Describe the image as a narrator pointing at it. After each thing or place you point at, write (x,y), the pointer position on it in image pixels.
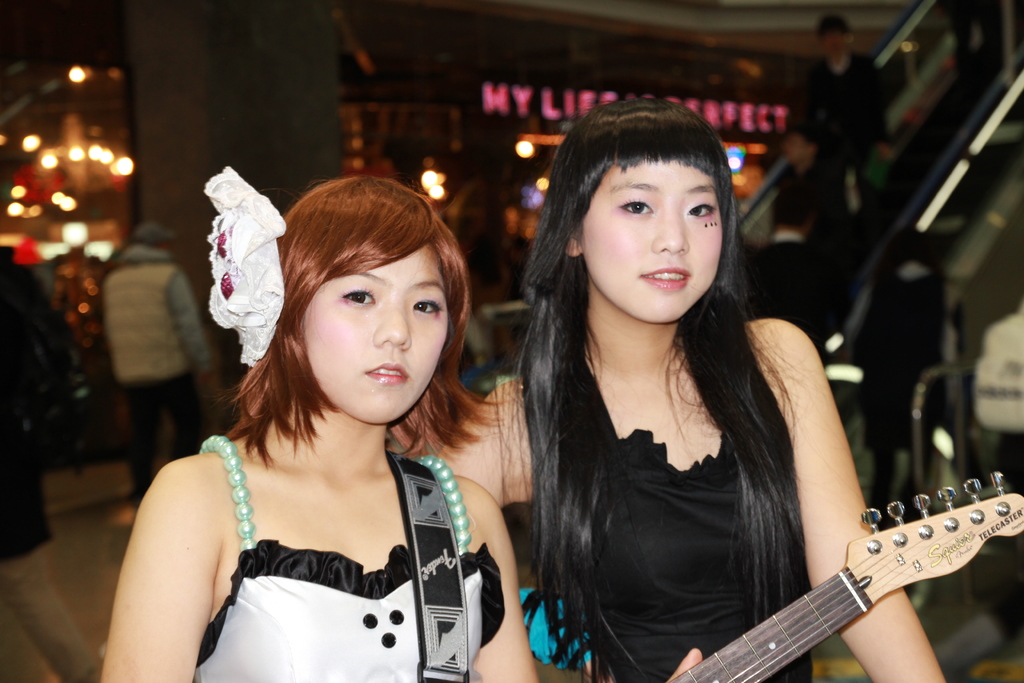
The women (284,623) wearing white dress (354,644) is holding a guitar (758,639) in her hand (695,653) and there is another woman (590,534) standing beside her and there are group of people (155,385) behind her.
